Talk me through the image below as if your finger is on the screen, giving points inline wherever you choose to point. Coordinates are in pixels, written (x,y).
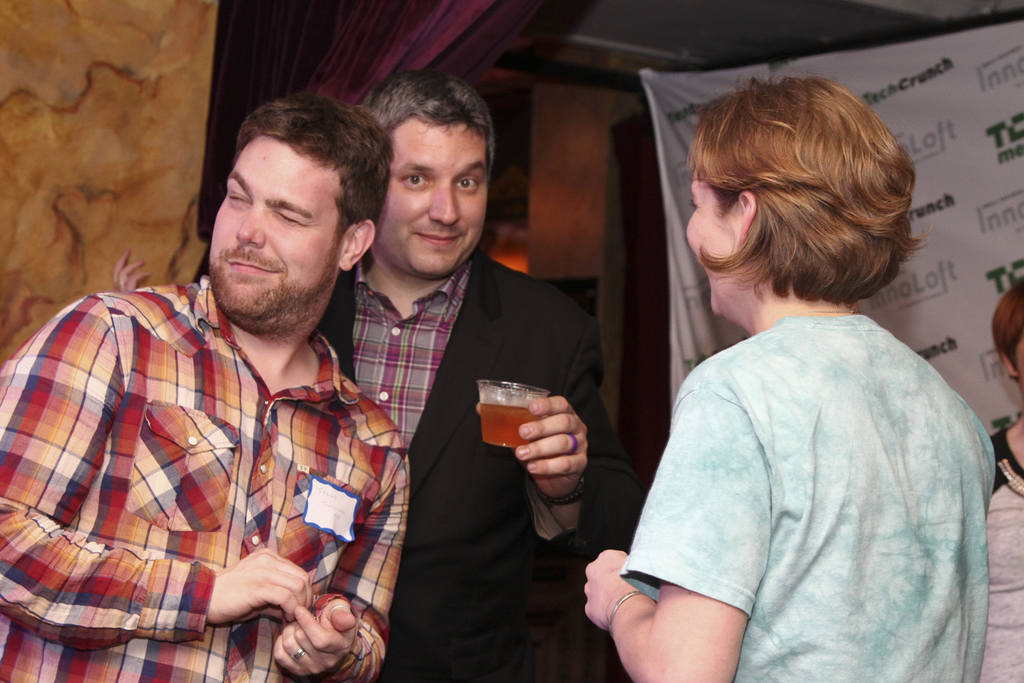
In this image we can see group of persons (740,476) standing. One person (505,452) holding a glass (529,410) with a drink (515,419) in it with his hand (561,471). In the background (688,90), we can see cloth (943,118), curtains (265,81).
